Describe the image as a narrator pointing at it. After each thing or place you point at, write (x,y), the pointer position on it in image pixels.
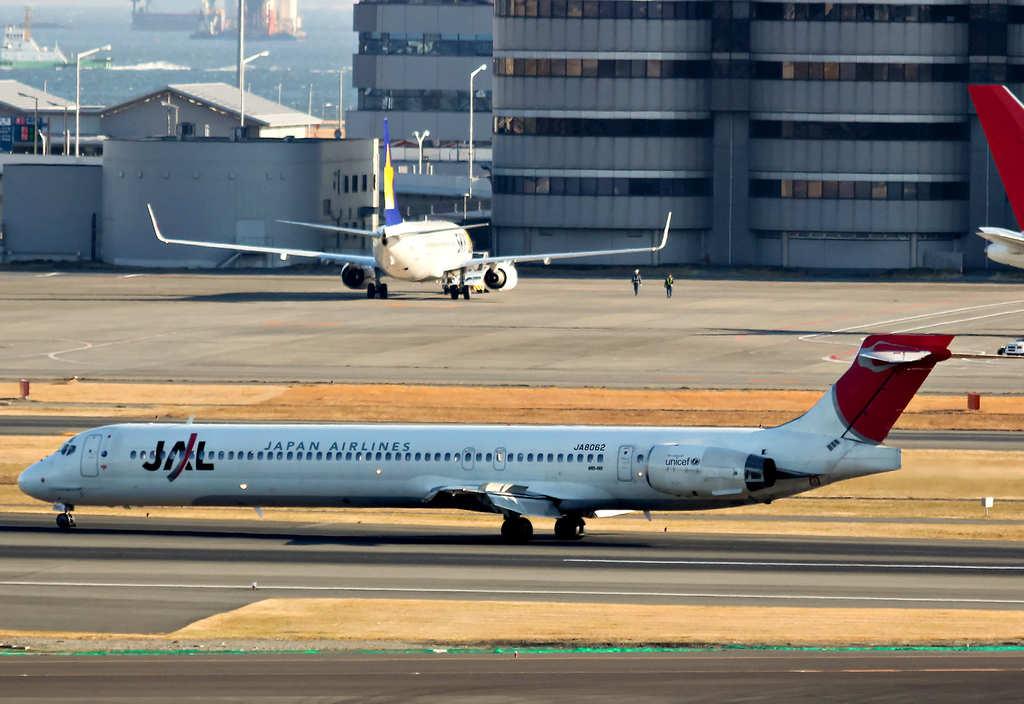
In the image there are two airplanes (296,253) and in the background (442,78) there are some buildings (503,59), on the right side (998,133) the back part (992,146) of the airplane (1014,248) is visible.
